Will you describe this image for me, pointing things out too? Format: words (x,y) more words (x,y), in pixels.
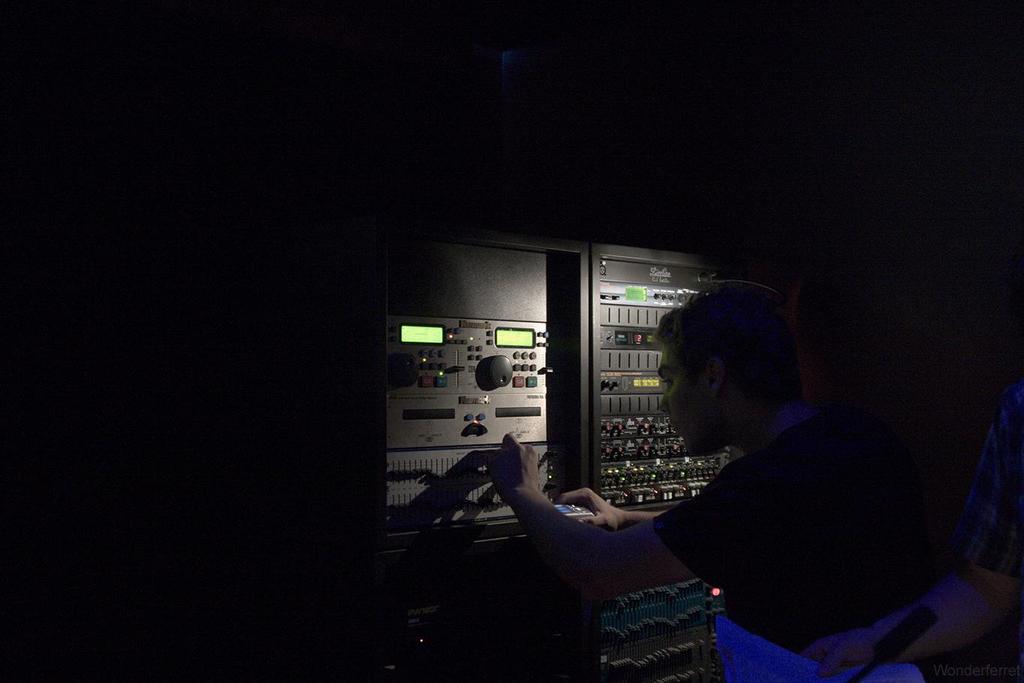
In this image, on the right side (844,417), we can see a man (891,511) standing in front of a electrical machine (536,335). In the background (408,106), we can see black color.
